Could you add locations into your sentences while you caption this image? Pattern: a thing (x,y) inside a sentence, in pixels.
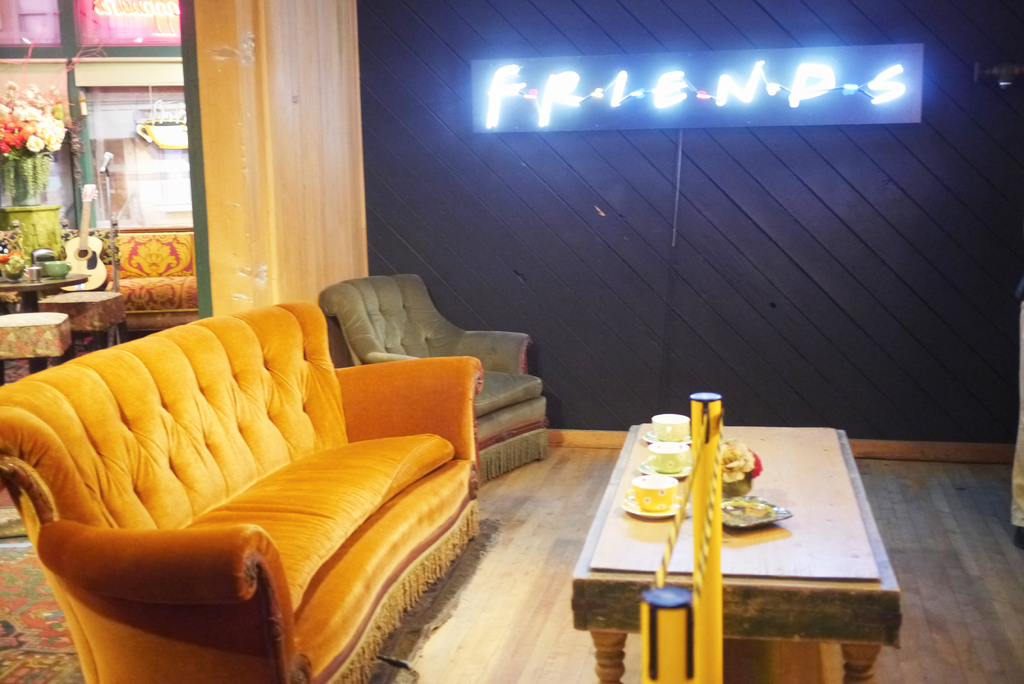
Here we can see a couch (131,417) of orange color and here we can see a chair (480,419), in front of that there is a table (805,462) with cups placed on it and here we can see friends logo (484,123) on the wall (474,134) and at the left side (79,263) we can see a guitar (86,245) and flower vase (39,93) in it
